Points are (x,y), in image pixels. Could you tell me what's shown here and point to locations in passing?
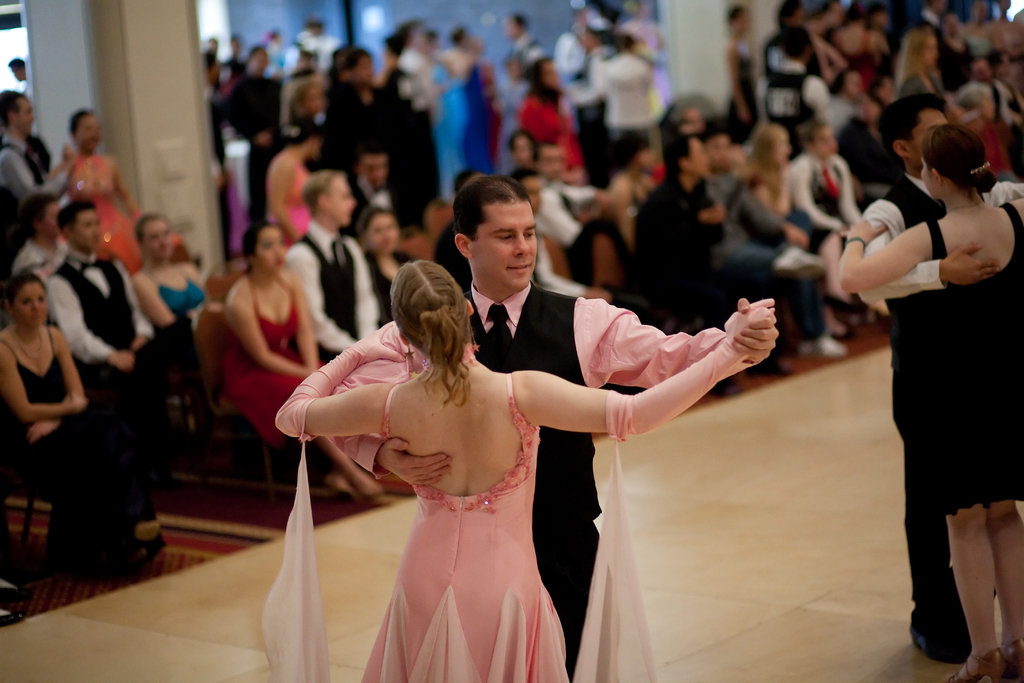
In the picture we can see a man (557,584) and a woman (531,603) are dancing and beside them also we can see a man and a woman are dancing and beside them, we can see the people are sitting and behind them we can see some people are standing.
